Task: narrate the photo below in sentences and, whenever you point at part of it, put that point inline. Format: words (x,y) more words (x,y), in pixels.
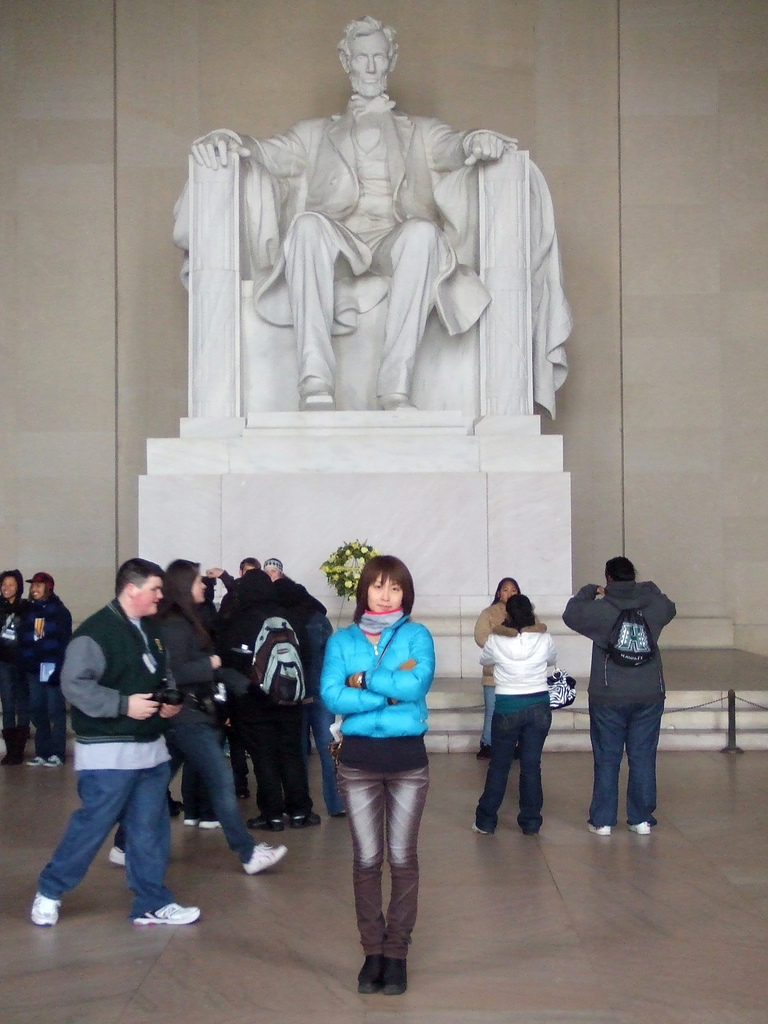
In this image, there are a few people (587,626). We can see the ground (547,762). We can also see a statue (454,399). We can see a pole (730,691) with some chains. We can also see some stairs (448,738) and flowers (357,548). We can also see the wall (668,399).
